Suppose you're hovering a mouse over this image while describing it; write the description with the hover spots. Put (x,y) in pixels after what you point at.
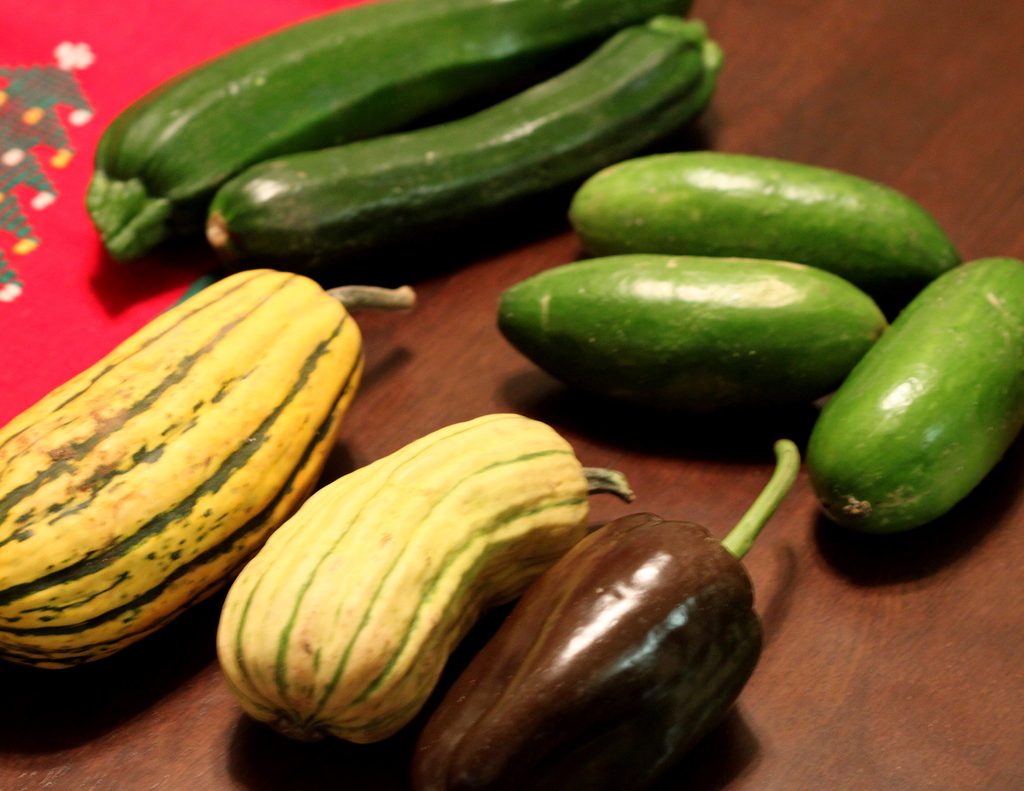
In this image I can see vegetables (387,617) of green, yellow and brown in color kept on the table (765,417). This image is taken may be in a room.
